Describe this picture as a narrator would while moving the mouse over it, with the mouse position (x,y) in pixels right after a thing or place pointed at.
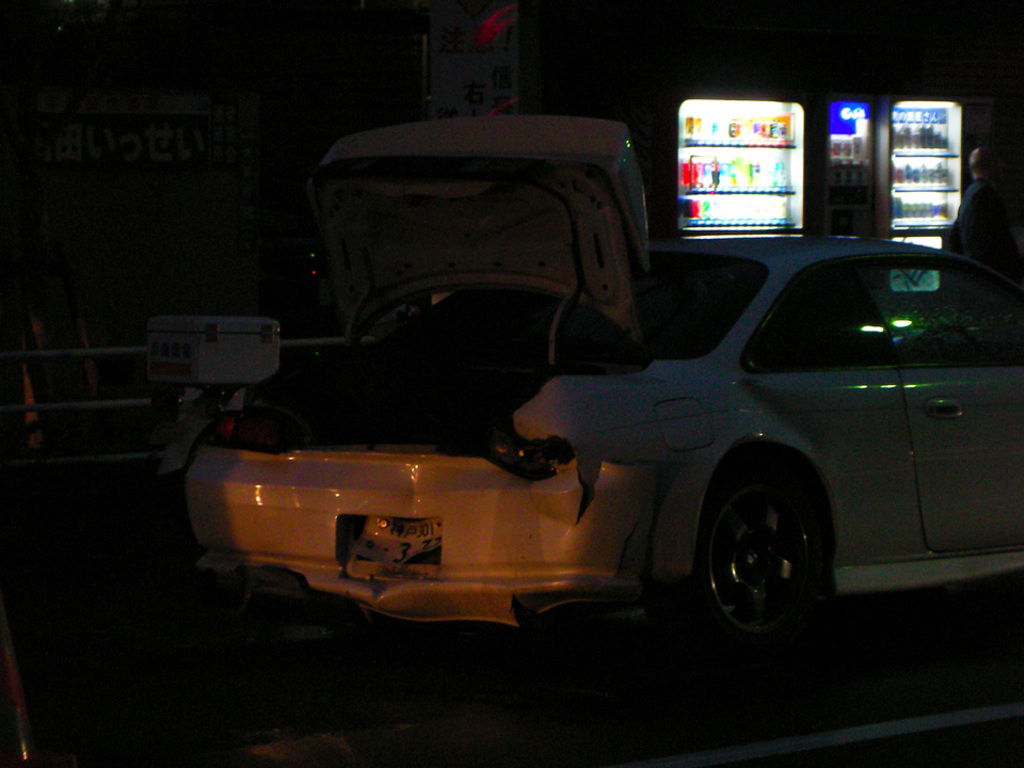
In this image there is a half crushed car (827,532) on the road (526,726), and at the background (938,160) there are refrigerators (696,143), where there are items (935,178) in it, a person (993,228) near the refrigerator (946,143), iron rods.
